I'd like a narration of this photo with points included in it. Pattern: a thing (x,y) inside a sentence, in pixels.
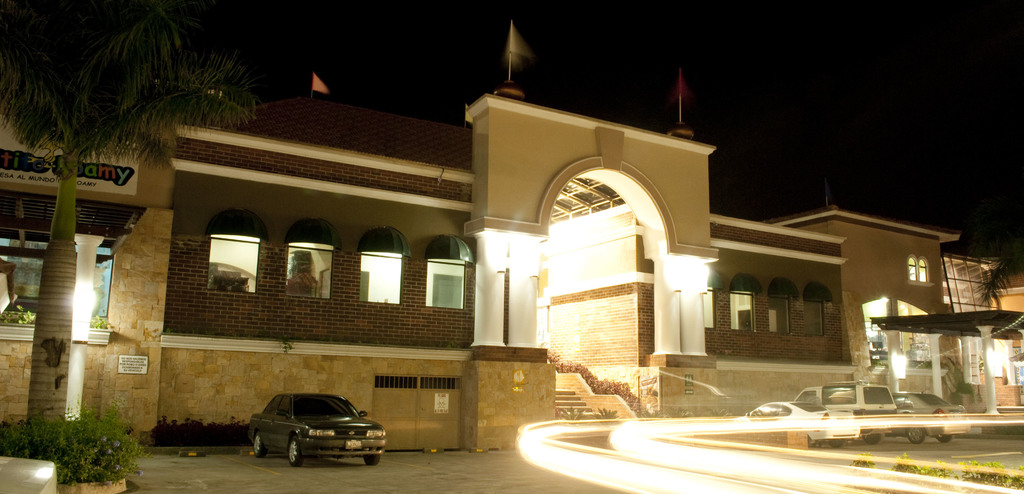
In this image I can see the ground (466,472), few vehicles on the ground (481,485), few trees (96,130) which are green in color, few lights (687,480), few stairs (596,413) and few buildings (434,290). I can see few flags (510,41) on the buildings (515,105) and the dark sky (800,93) in the background (806,70).
